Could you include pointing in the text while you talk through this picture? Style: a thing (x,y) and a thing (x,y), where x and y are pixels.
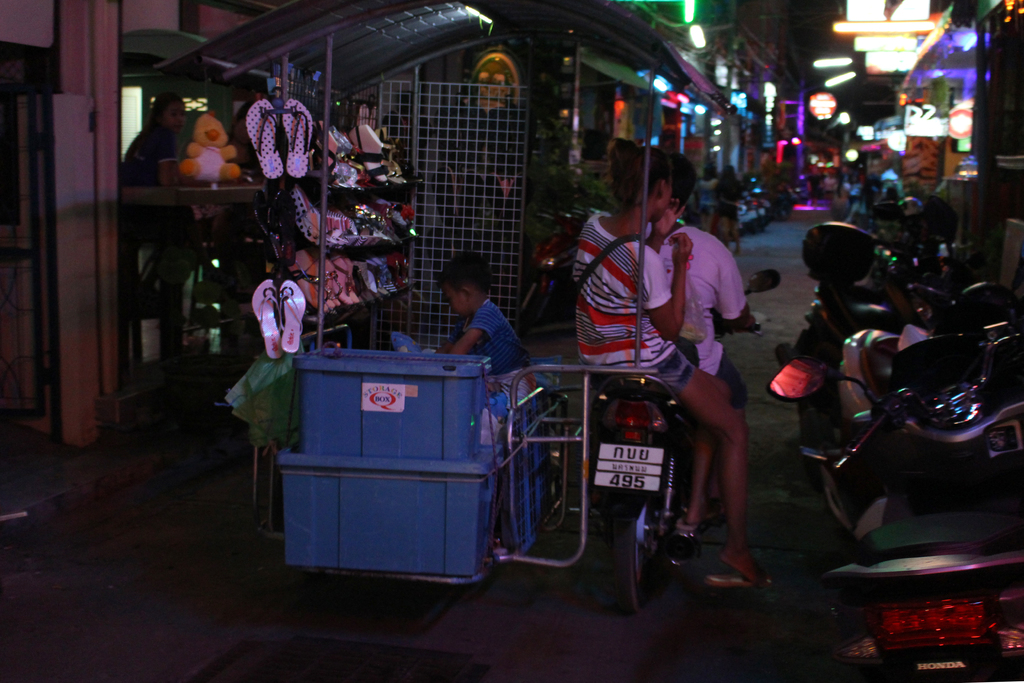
In the image there is a man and woman (628,348) going on bike (637,455) with a trolley (463,401) attached to it and a baby (485,326) sitting in it, on either side of the path (778,268) there are vehicles (1002,477) followed by buildings (992,111) with colorful lights (697,38) all over it.
